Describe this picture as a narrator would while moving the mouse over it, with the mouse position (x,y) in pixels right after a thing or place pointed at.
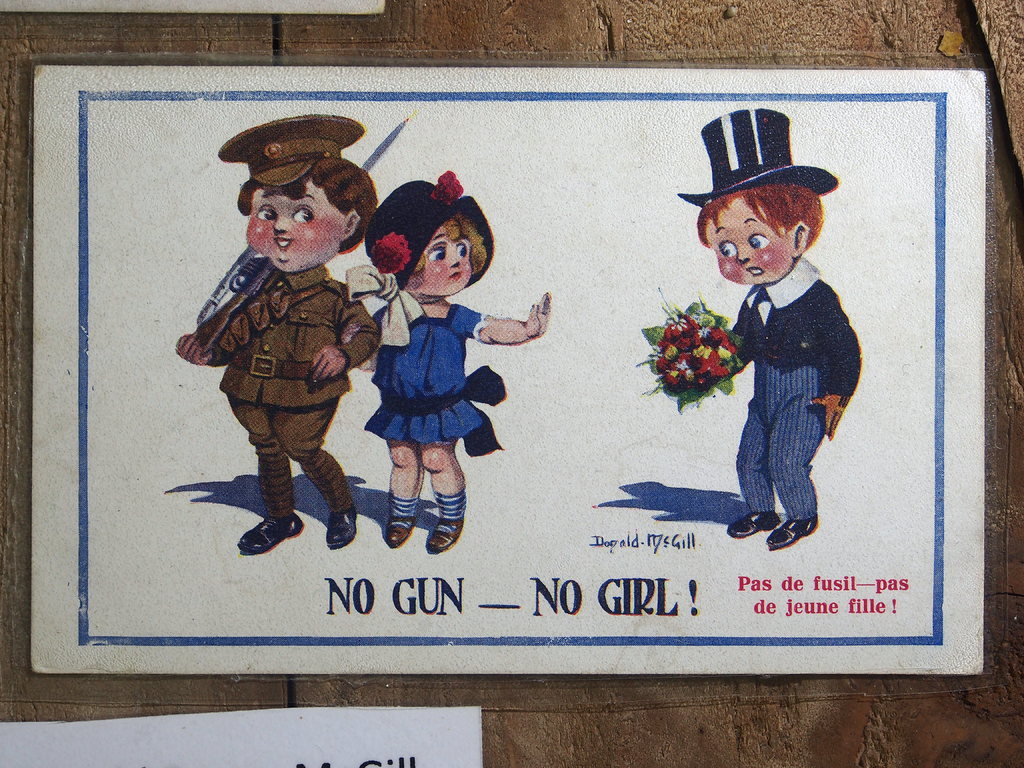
In this picture we can see the drawings (373,294) and some words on the paper (339,445) and the paper (594,549) is laminated. The laminated paper (865,545) is on an object (930,697) and under the laminated paper (949,673) there is another paper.
